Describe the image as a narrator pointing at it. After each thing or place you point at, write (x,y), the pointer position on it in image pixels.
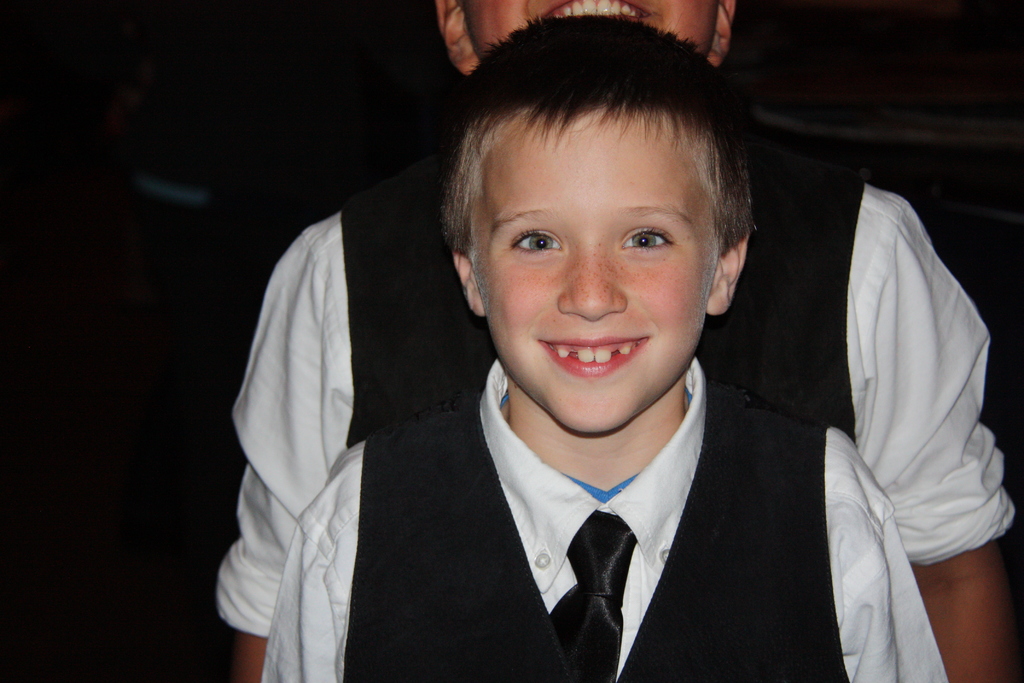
In the image there is a boy (451,218) in the foreground (543,345) and behind him there is another boy (784,226).
